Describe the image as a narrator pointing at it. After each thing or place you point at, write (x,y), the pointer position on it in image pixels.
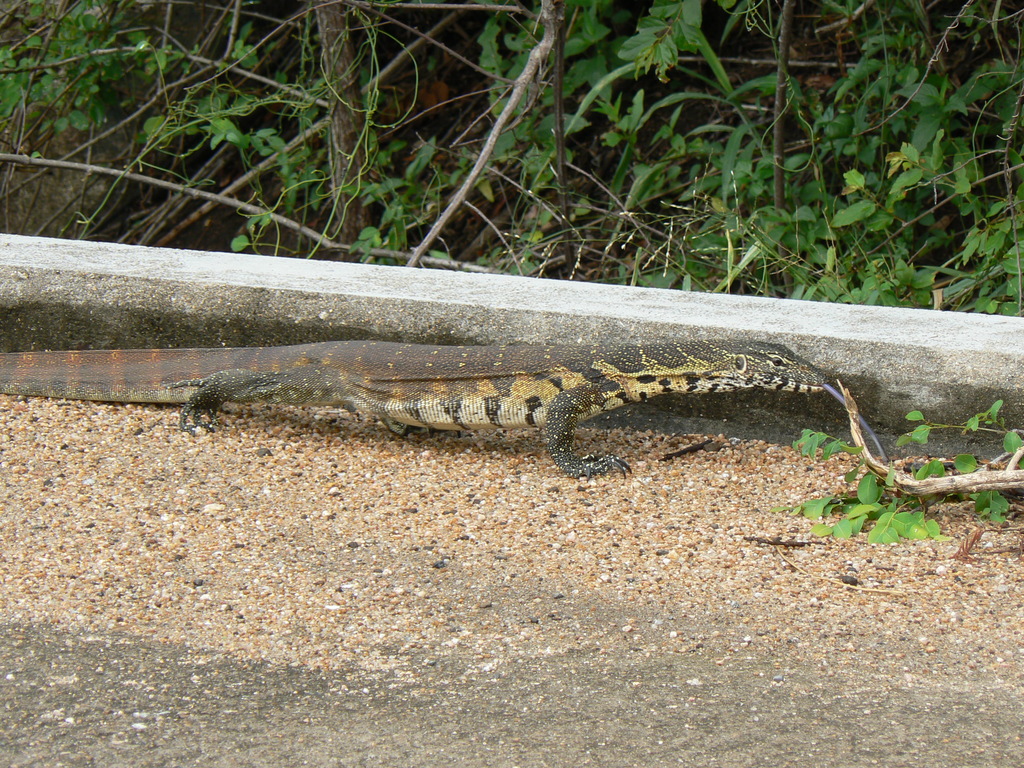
In this image we can see animal (428,418) on the ground (454,492). In the back (474,163) we can see plants (655,153) and trees (25,151).
